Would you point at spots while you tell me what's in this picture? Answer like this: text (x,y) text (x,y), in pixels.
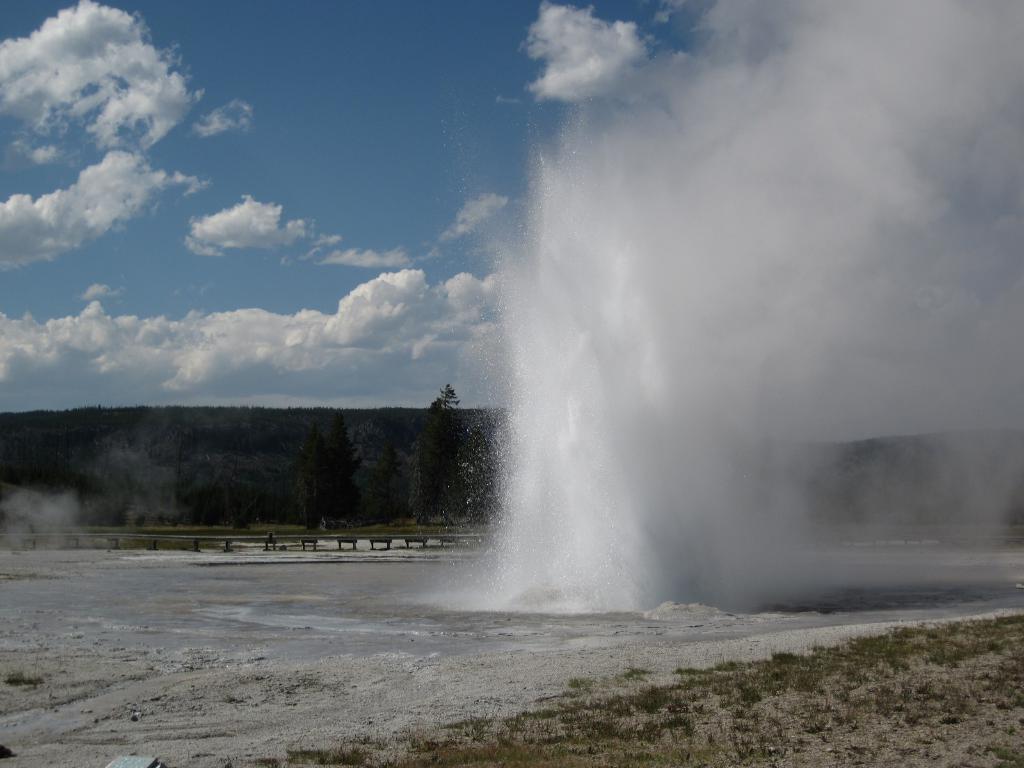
At the bottom of the image (326,635) there is grass (627,753) and water (326,635). At the top of the image (644,50) there are some trees (387,504) and hills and clouds (99,307) and sky (169,210).
